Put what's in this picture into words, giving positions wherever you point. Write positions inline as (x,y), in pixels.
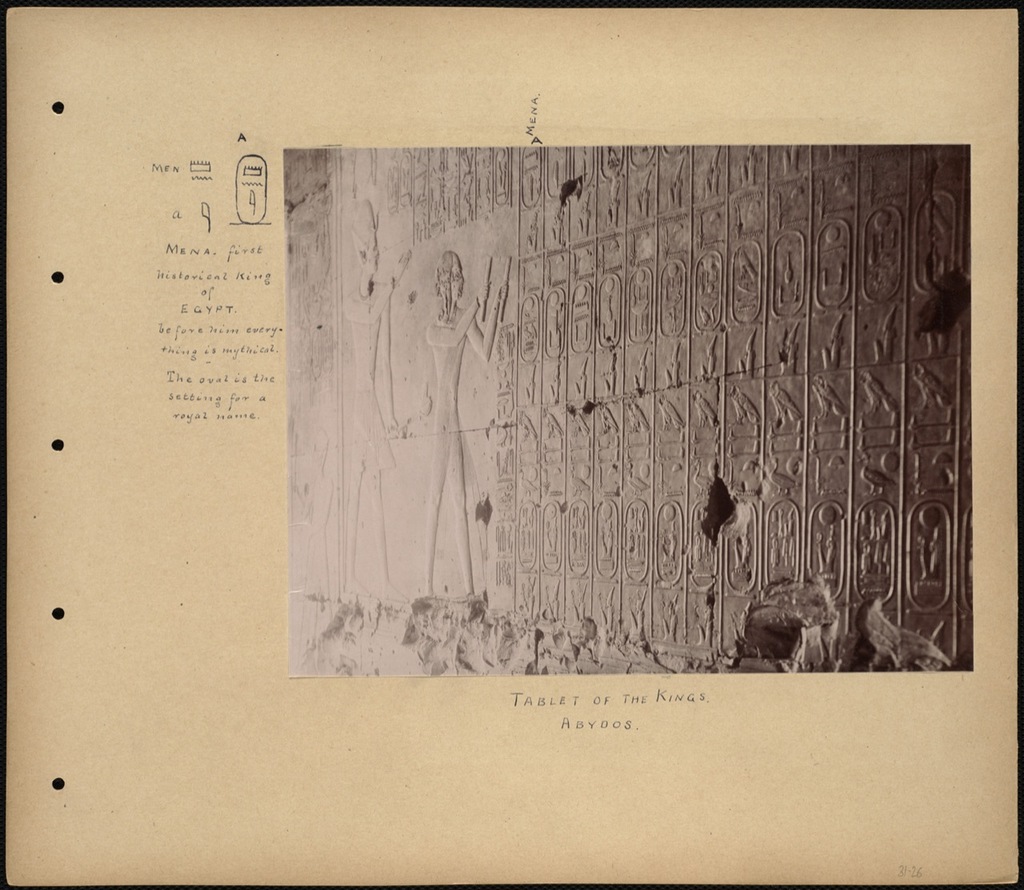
In this image there is a wall (665,653), on the wall (316,489) there is one board (394,447) and some text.
